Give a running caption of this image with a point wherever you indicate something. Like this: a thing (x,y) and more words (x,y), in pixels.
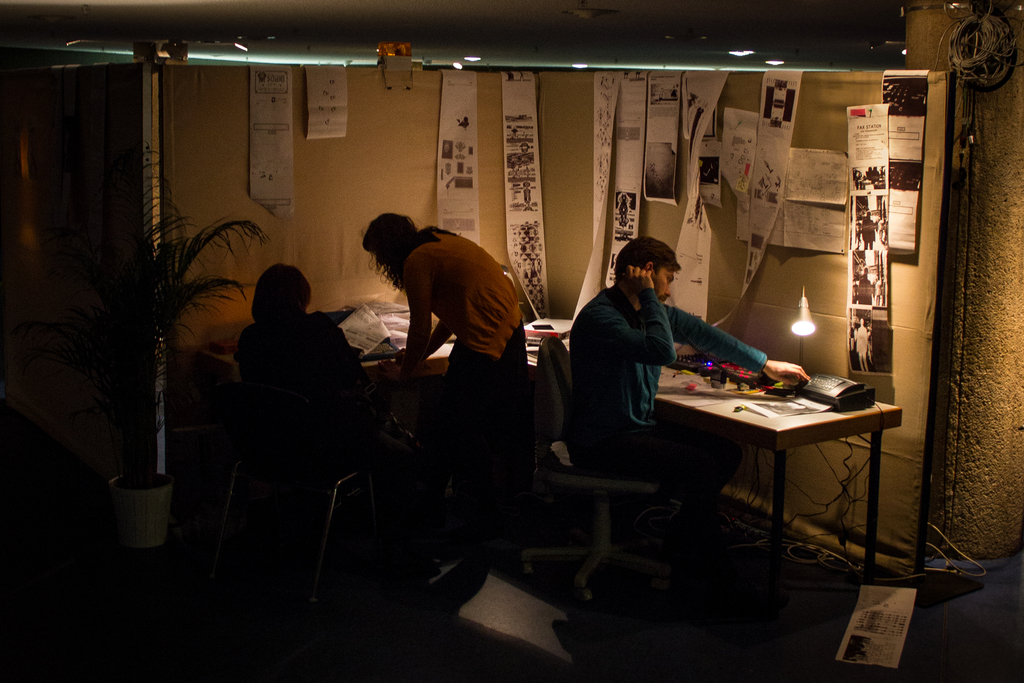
In this picture we can see two persons (609,457) are sitting on the chairs (599,535) and one is standing on the floor (496,556). And there is a plant (122,361). This is the table (777,469). And there is a light (810,315). On the background (364,191) we can see the wall (335,180), and these are the posters (714,173) on to the wall (546,162).
